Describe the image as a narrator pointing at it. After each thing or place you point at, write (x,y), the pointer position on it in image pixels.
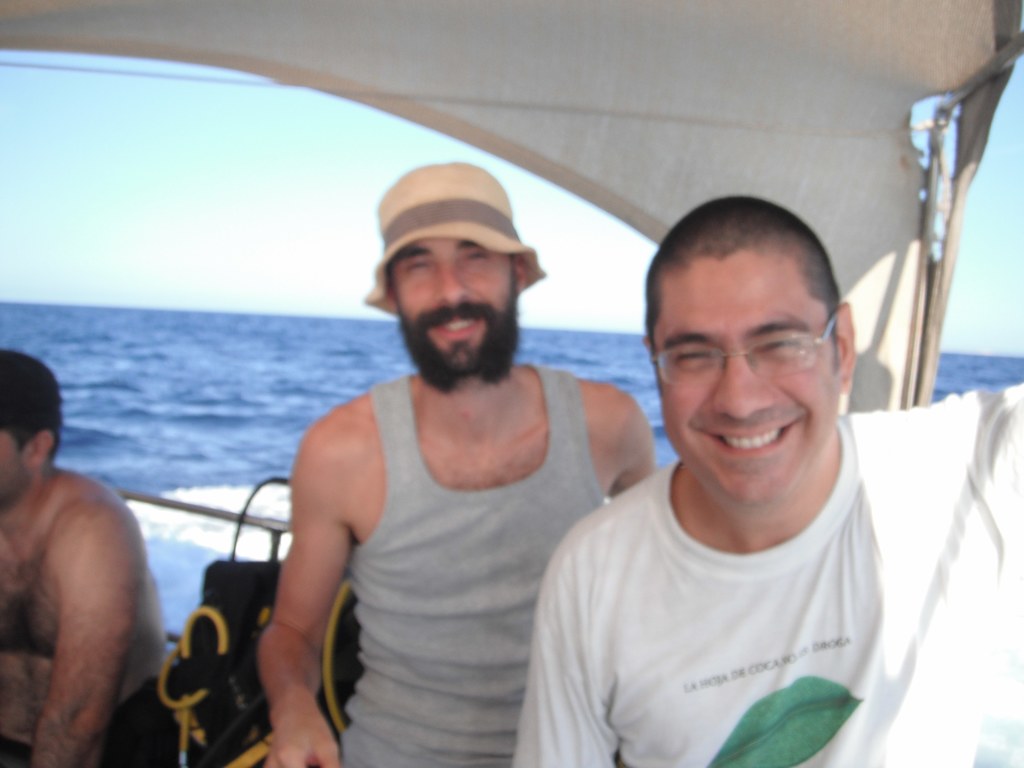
In this image we can see a boat (795,59) on the water (390,348), in the boat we can see the persons (384,399) and some other objects (246,681), in the background (334,145) we can see the sky (390,138).
